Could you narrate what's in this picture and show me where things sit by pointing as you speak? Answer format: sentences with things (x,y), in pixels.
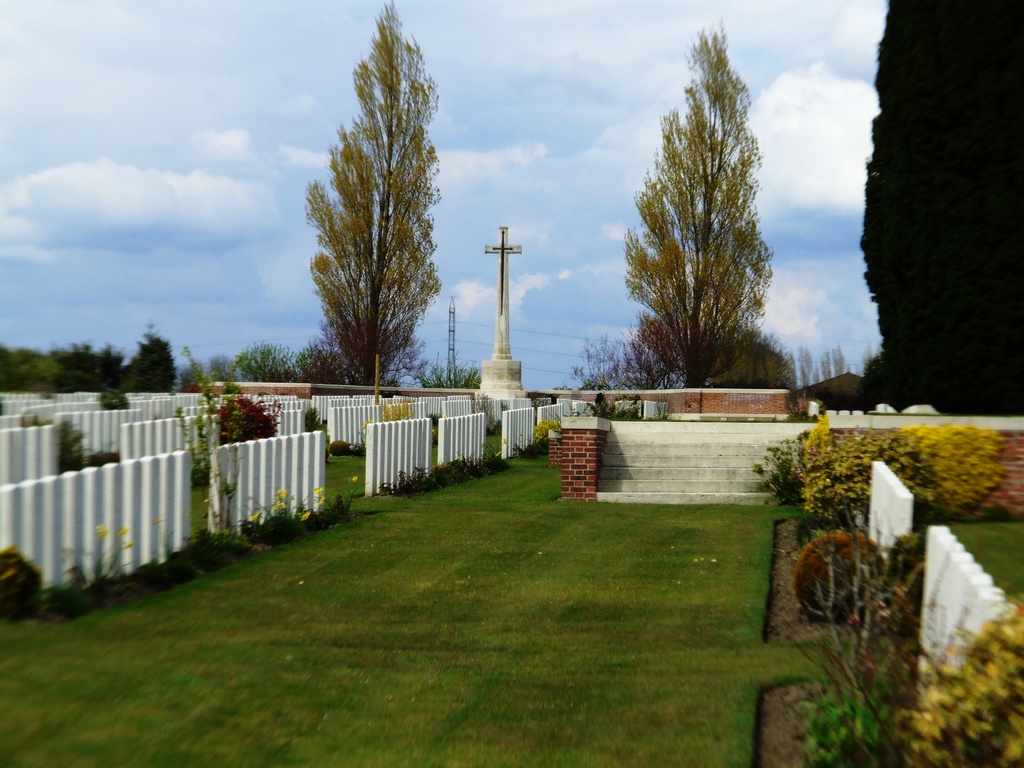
In this image, we can see some plants (890,436), trees (323,288) and grass (368,541). There are steps (702,449) on the right side of the image (701,462). There is a cross (514,385) in the middle of the image (492,382). There are some concrete poles (137,494) on the left (267,399) and in the bottom right of the image (884,537). There are clouds (615,132) in the sky (618,39).
